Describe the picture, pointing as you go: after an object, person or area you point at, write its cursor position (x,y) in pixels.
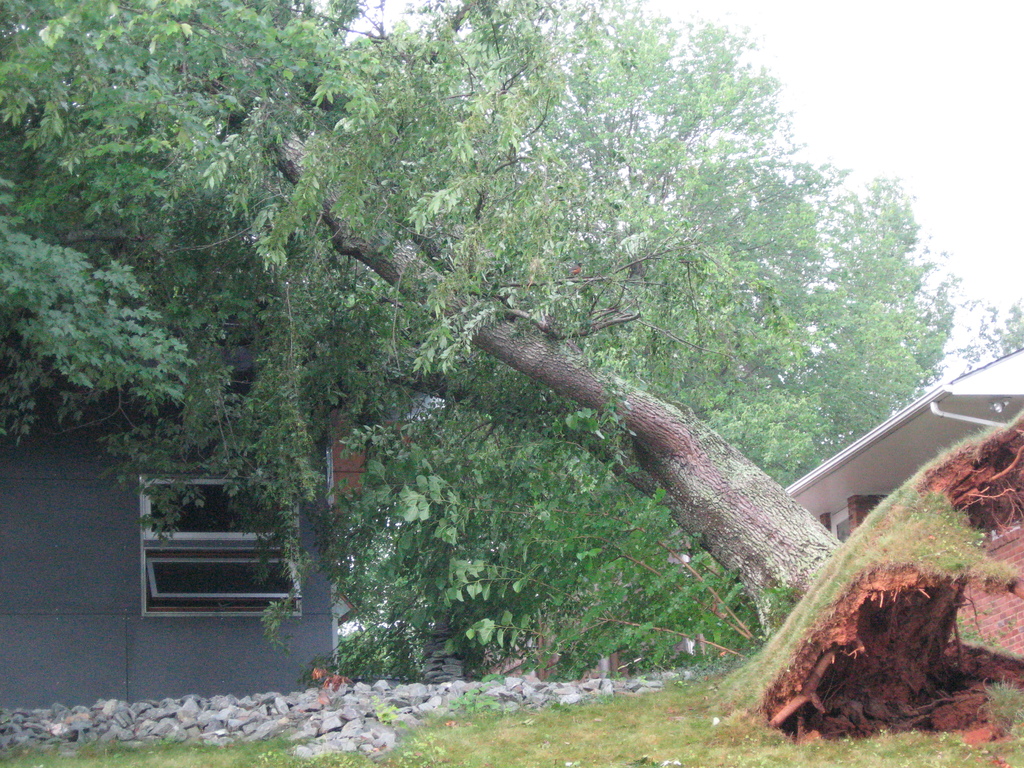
In the image there is a tree (383,243) fallen on a building (183,513) with a small rock fence (368,710) in front of it and above its sky (944,84).
